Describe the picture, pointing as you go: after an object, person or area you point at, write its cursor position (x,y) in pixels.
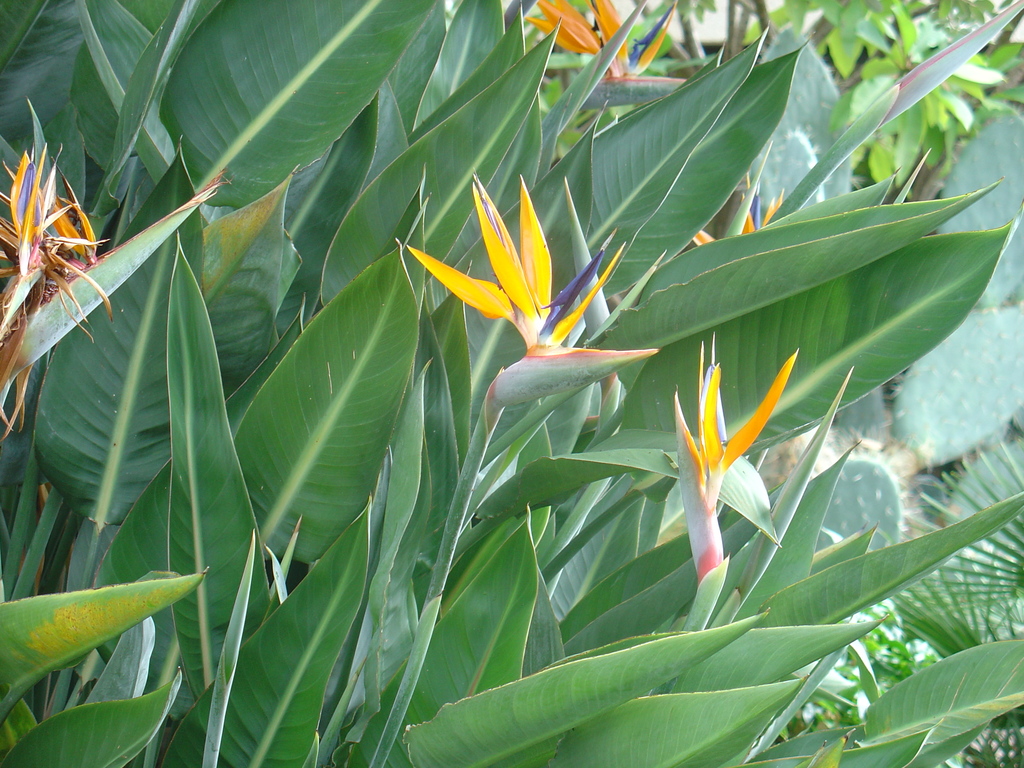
In this image I see plants (68,239) in front (44,92) and they are having few flowers (749,442).
